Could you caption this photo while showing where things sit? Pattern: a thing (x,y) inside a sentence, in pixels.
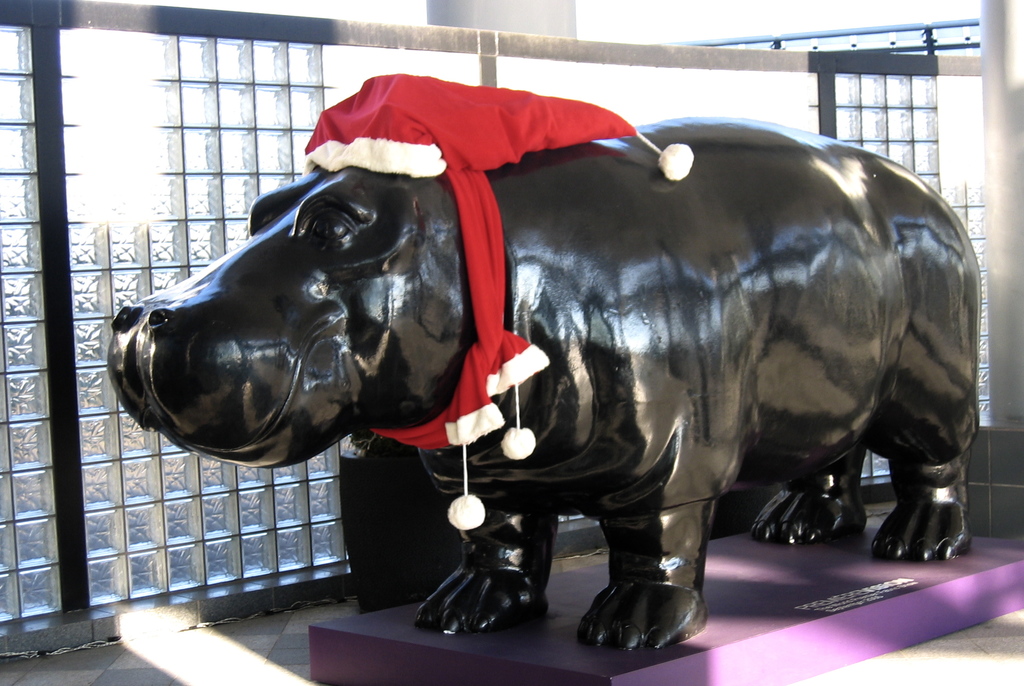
In this picture we can observe a statue (633,276) of a hippopotamus (620,433) which is in black color. This statue (523,269) was placed on the purple color surface (721,624). We can observe red color cap (469,139) on the statue (452,251). In the background (66,307) there is a wall (273,106).
